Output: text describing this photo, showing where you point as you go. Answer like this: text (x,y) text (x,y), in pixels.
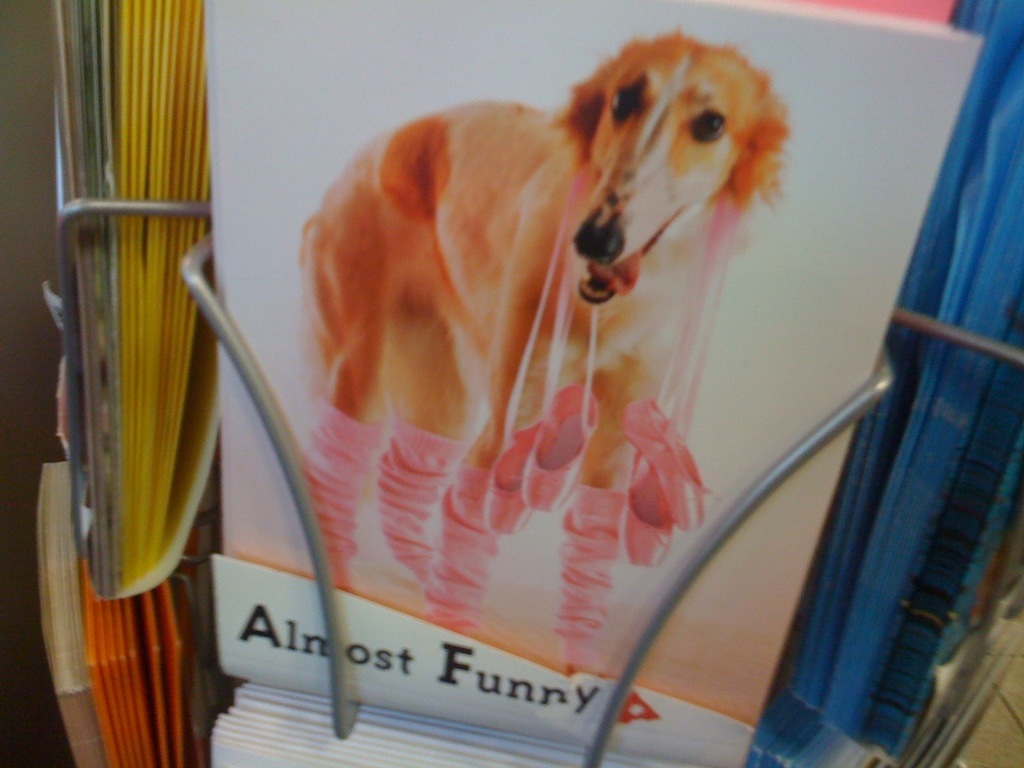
In this image there is a bookshelf (925,552), in that there is a book (879,23) on that book (220,69) there is a dog picture (638,302), in the bottom (261,615) there is some text (388,668).
